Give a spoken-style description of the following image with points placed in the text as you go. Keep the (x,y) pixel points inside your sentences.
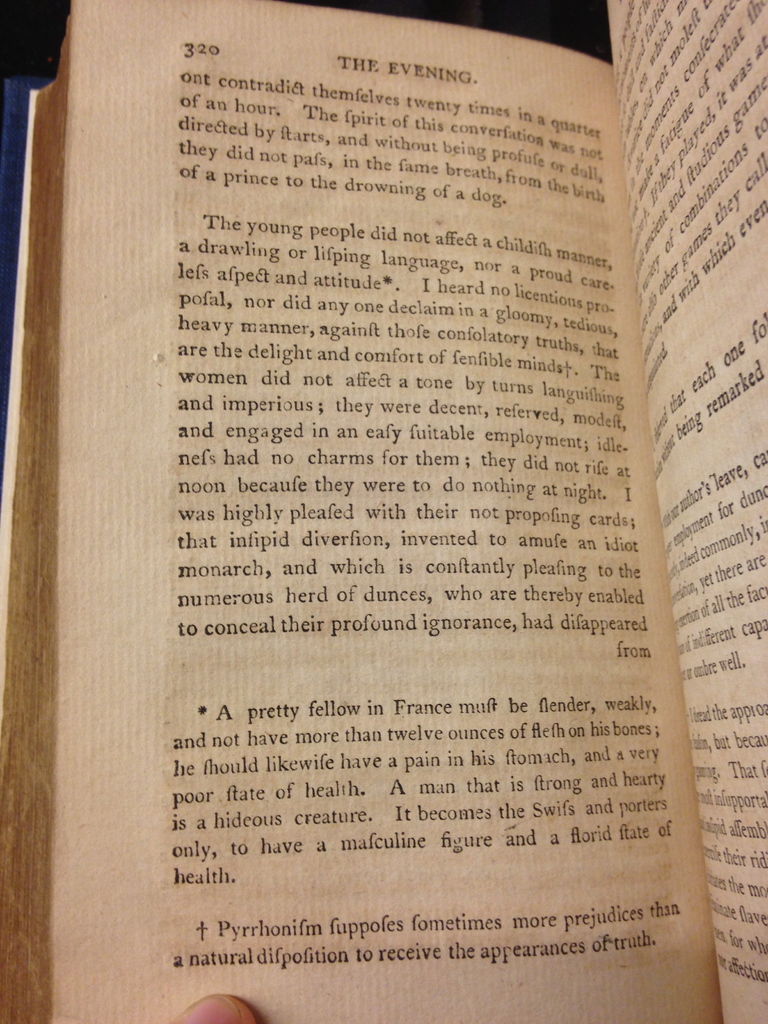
In this image I can see there is the matter (471,388) in the book (523,598). At the bottom (247,1022) it is the human finger (196,1012).
